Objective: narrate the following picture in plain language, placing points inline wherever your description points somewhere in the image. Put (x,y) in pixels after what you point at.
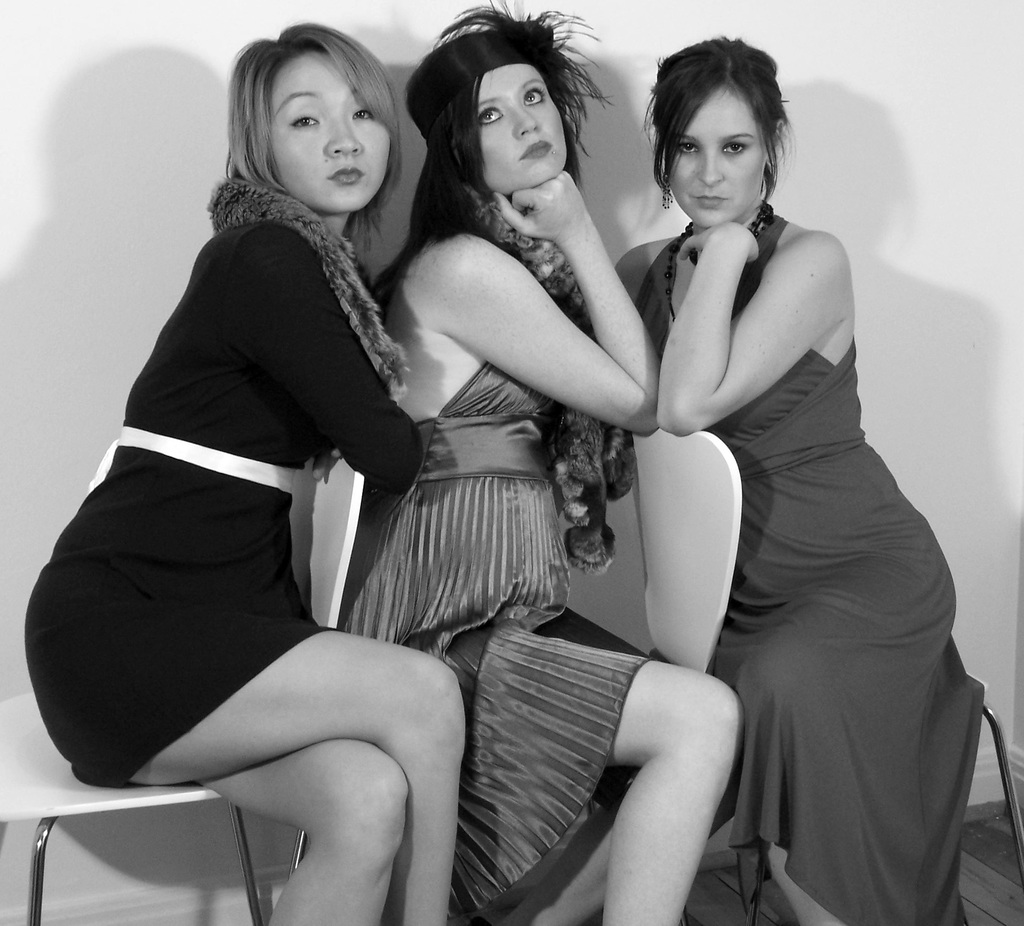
In this picture I can observe three women (448,575) sitting in the chairs (106,809). This is a black and white image. In the background (865,277) there is a wall (115,296).
